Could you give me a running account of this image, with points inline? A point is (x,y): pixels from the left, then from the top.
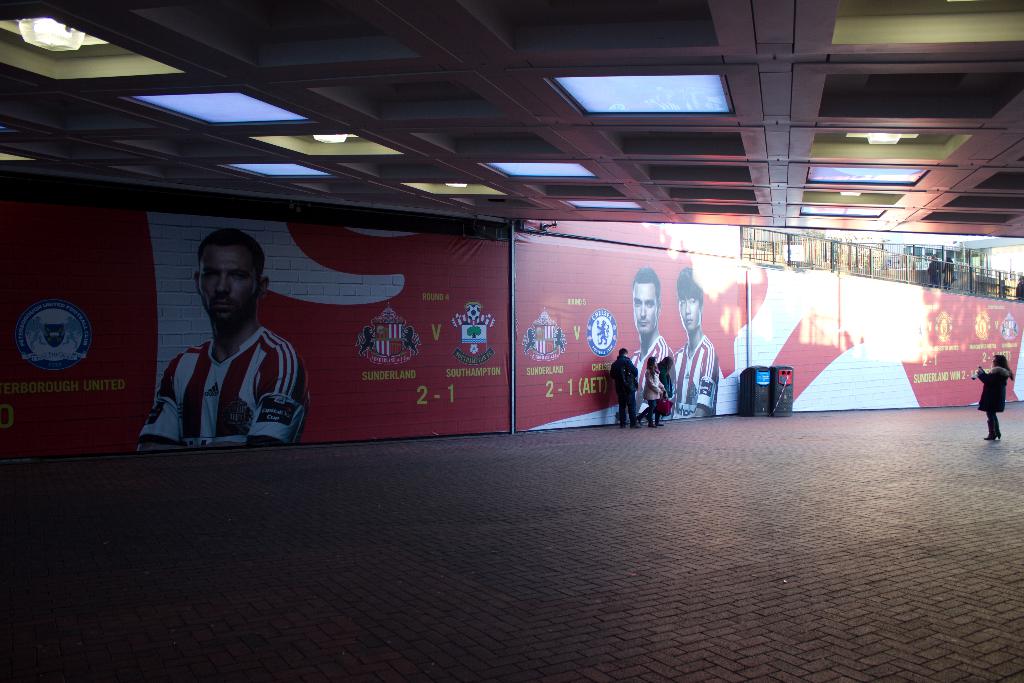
In this picture I can see the path (568,574) in front (334,661), on which there are few people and in the background (257,320) I can see the boards (764,316) on which there are logos (527,356) and I see words (456,370) and numbers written and I can also see pictures (259,280) of few men (179,393). On the top of this picture (577,203) I can see the lights (571,79).
